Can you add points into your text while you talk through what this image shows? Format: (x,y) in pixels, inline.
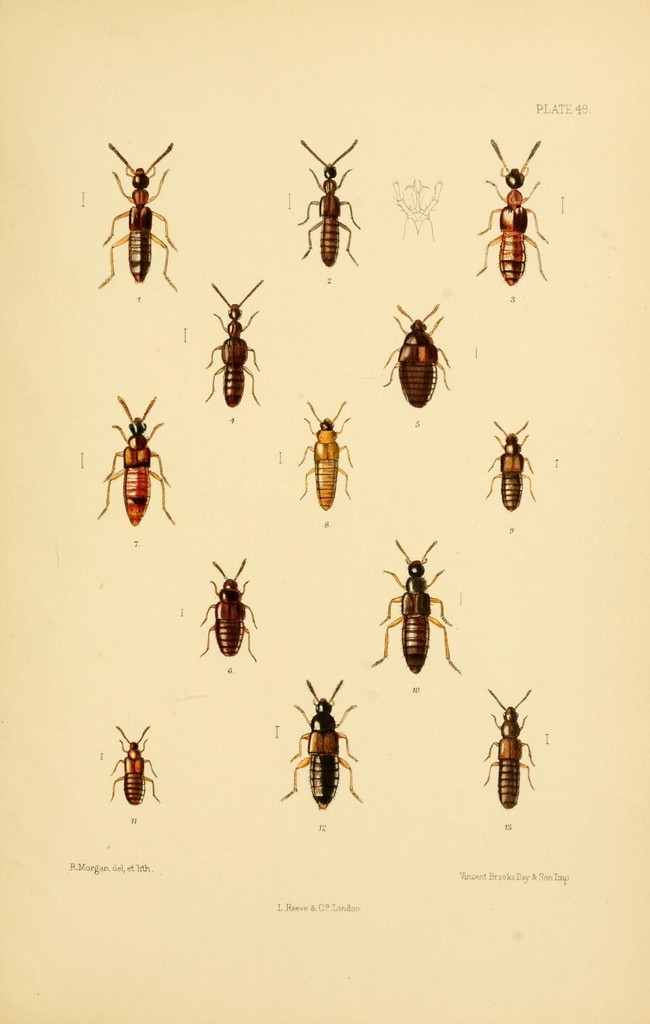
In this image we can see some pictures (132,490) of insects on the paper (362,603), also we can see some text (464,874).
